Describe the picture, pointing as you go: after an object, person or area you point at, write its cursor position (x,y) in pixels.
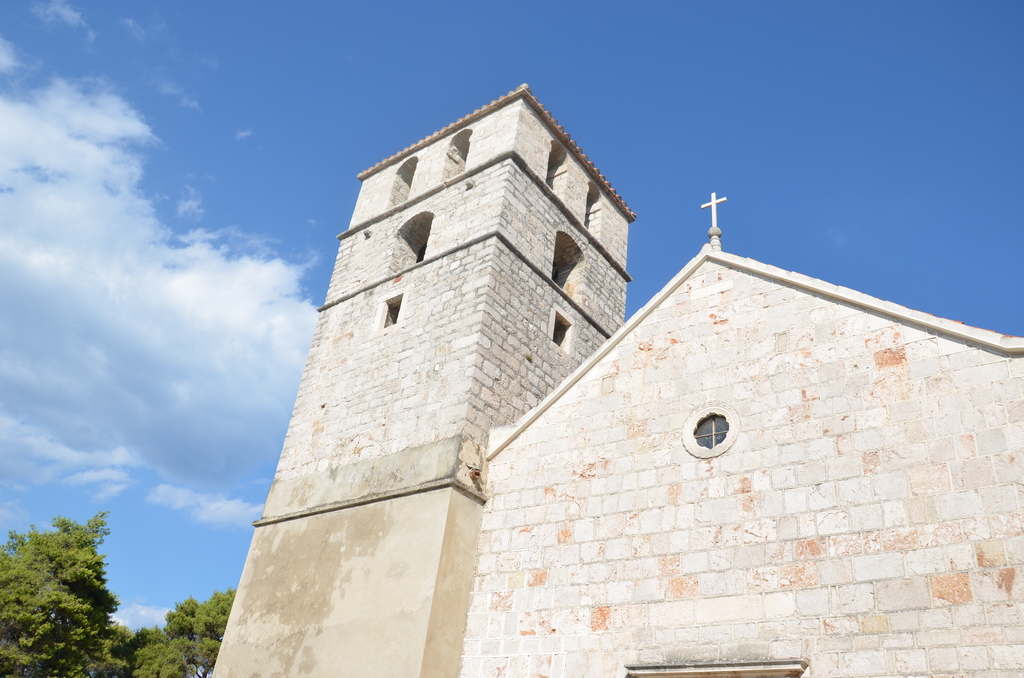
This picture is clicked outside. On the right (801,412) we can see the buildings (604,451) and the windows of the buildings (486,564). On the left (55,642) we can see the trees (86,629). In the background (340,69) we can see the sky (483,45) with the clouds (310,309).
